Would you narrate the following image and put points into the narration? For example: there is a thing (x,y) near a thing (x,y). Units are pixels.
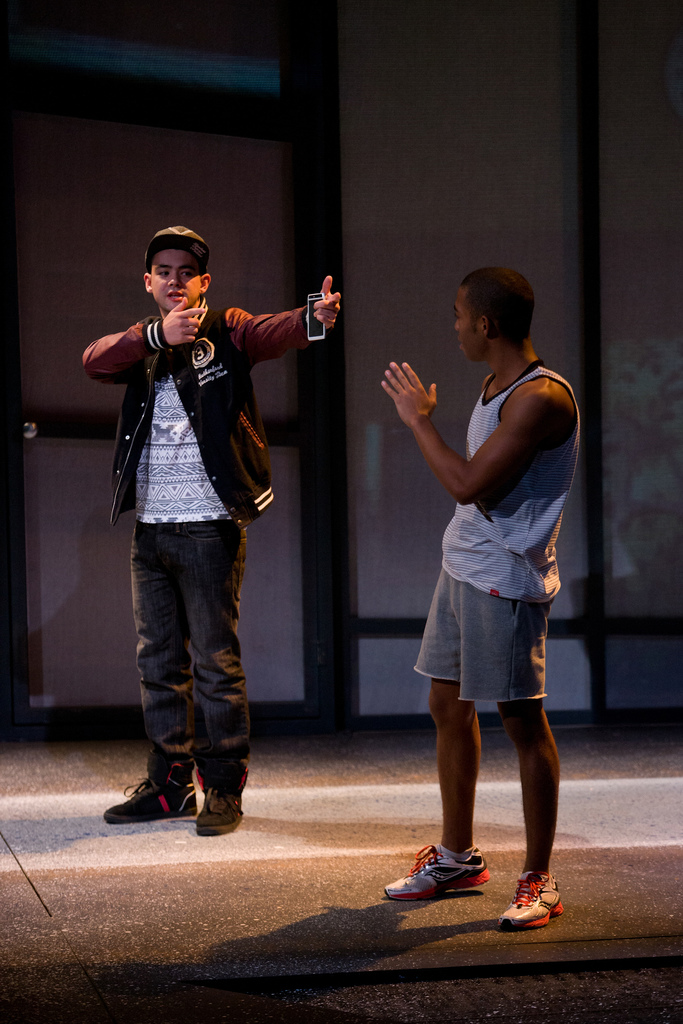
There are two men (190,341) standing. This man (216,544) is holding a mobile phone (313,327) in his hand (330,282). I can see a door (55,400) with a door handle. Here is a wall (419,211). This looks like a pole (593,374).
